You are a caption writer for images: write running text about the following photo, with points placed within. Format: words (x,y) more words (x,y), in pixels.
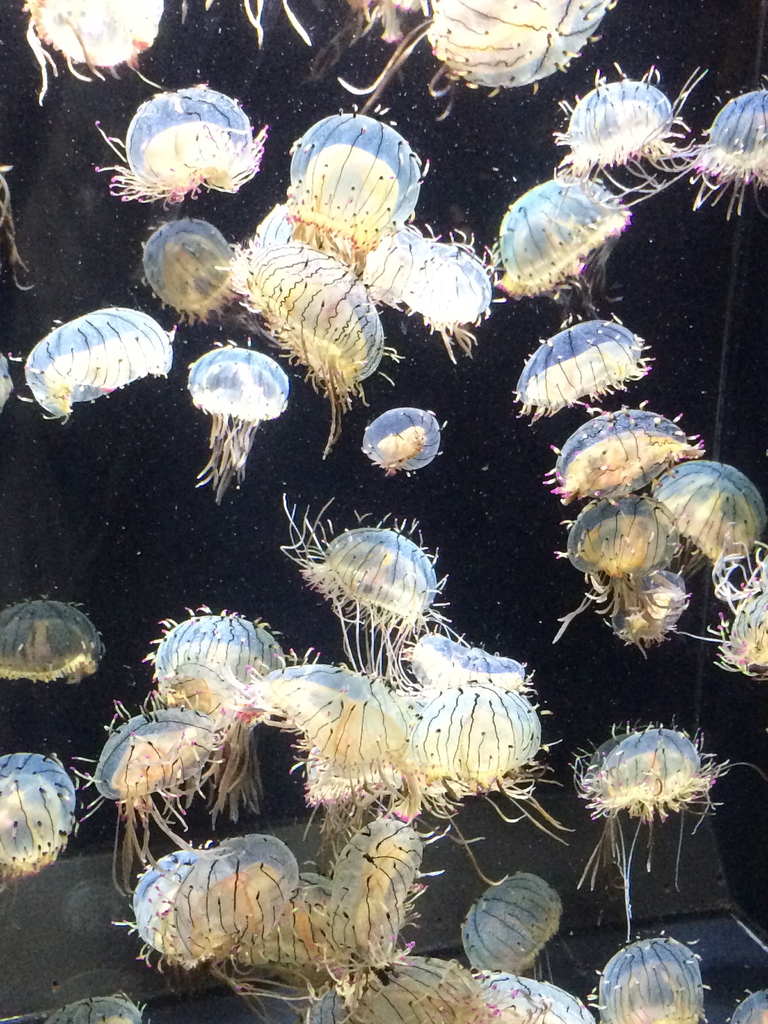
In this image there are water animals (65,343). There is black background (89,503).
